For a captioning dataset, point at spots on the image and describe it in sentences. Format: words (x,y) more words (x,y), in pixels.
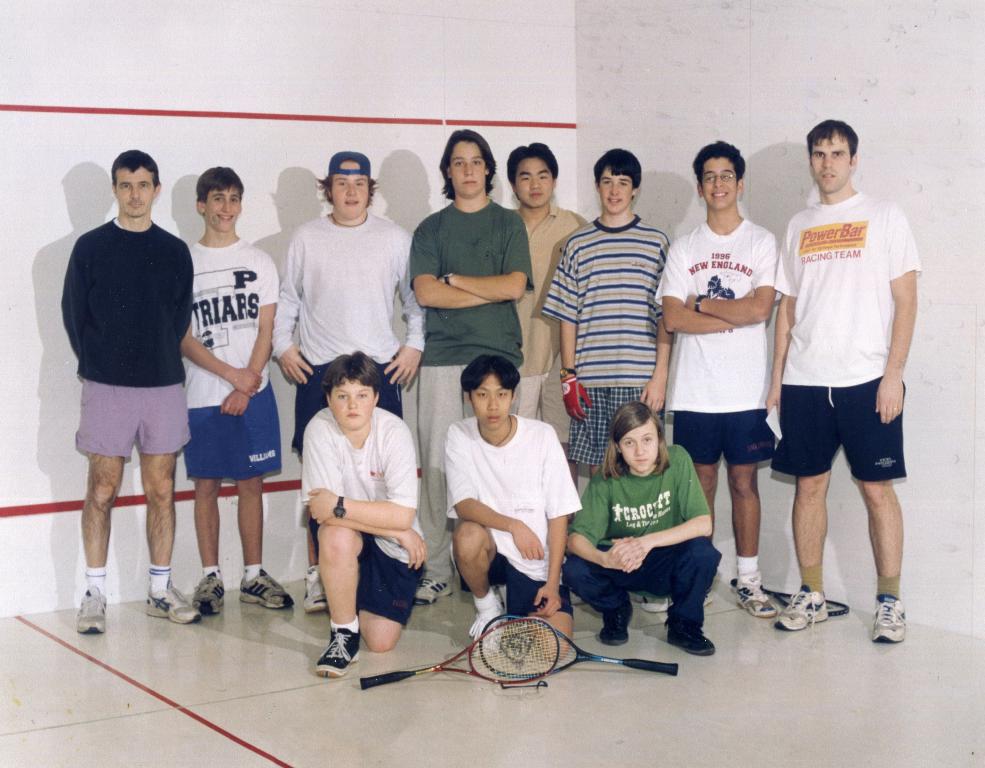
In this image we can see a group of people (468,335) standing on the floor (175,664). One person (373,242) wearing white t shirt (352,245) and a blue cap (343,169). In the foreground of the image (567,662) we can see two squash rackets (525,662) placed on the floor (465,712). In the background (915,497), we can see white walls (329,107).
